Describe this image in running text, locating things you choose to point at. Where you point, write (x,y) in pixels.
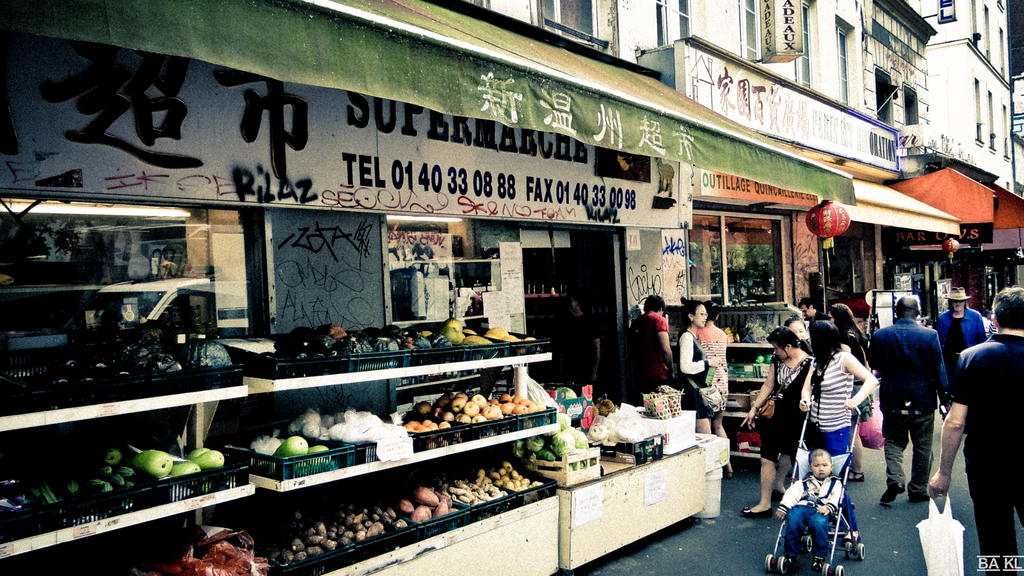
This image is clicked on the road (881,518). To the right (868,504) there is a road (745,532). There are people (910,383) walking on the road (889,507). In the foreground (809,493) there is a woman (832,432) holding a stroller (844,509). Beside the road (750,487) there are tables (405,555). There are vegetables (462,501) and fruits (405,343) on the tables (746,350). Behind the tables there are buildings (839,52). There are boards (593,151) with text (865,147) on the buildings (899,173). There are paper lanterns (843,211) hanging to the sheds (782,157).
